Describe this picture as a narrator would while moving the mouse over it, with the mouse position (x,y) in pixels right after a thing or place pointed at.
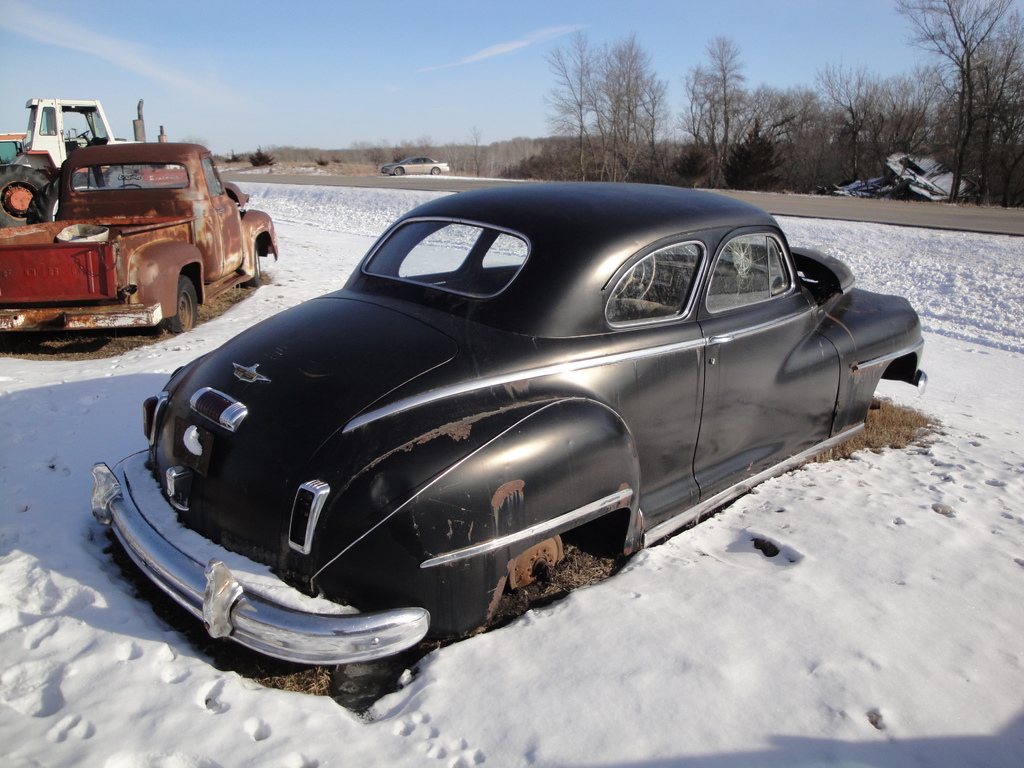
In the foreground of this picture (621,427), there is a black color car (637,471) on the ground (896,428) and there is snow (100,425) around it. In the background (170,244), there are vehicles (76,139), road (420,184), trees (472,168) and the sky (344,40).
